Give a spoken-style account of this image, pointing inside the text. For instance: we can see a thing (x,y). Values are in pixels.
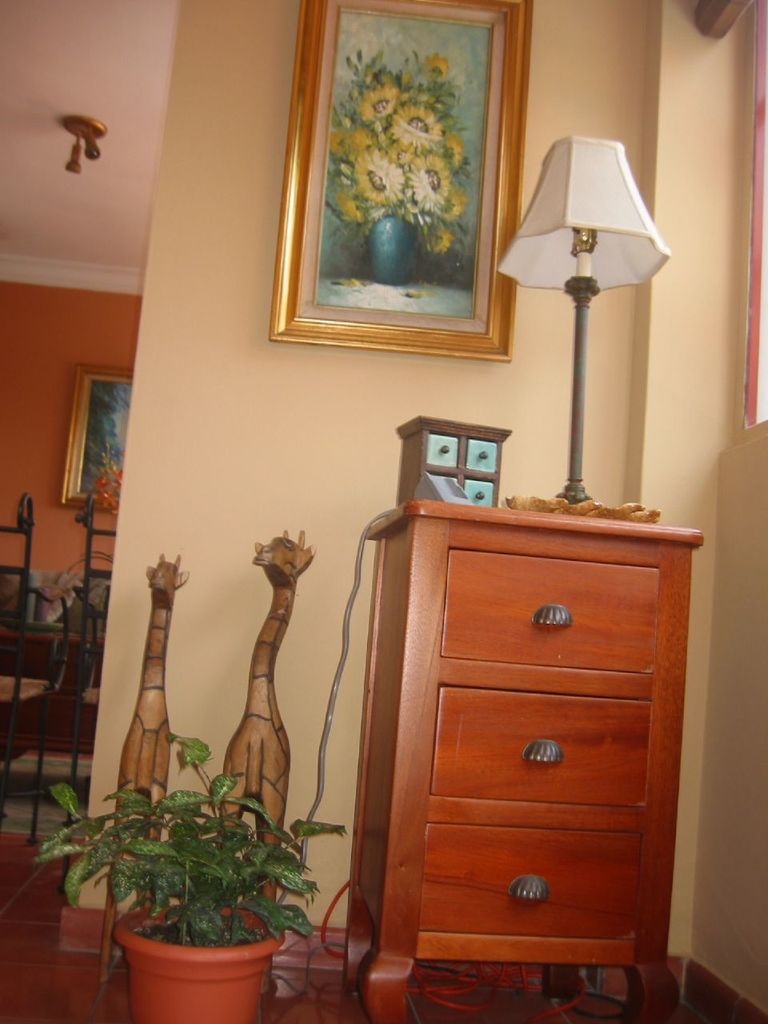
In the image in the center (430,611) we can see one table (524,685), plant pot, plant (121,892), drawers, box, lamp (550,215) and two giraffe figurines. In the background (435,285) we can see wall (64,360), roof (62,232), table (64,724), photo frames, chairs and few other objects (56,729).
